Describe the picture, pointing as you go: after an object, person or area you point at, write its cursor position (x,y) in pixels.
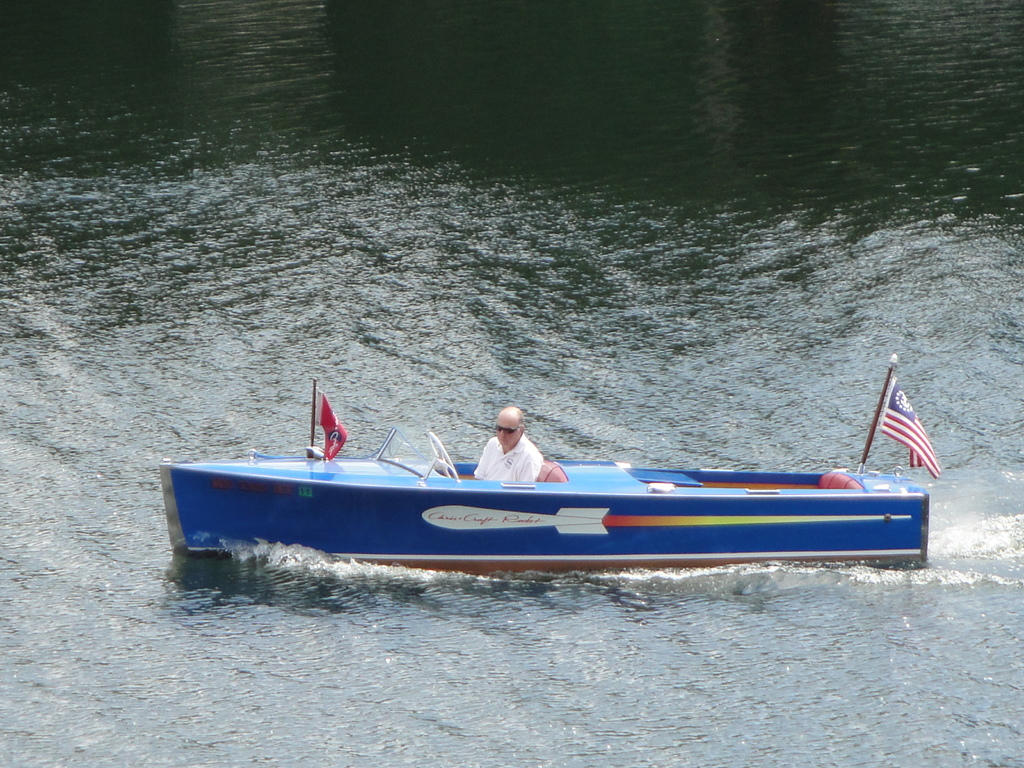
In this image we can see a man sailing a boat (588,513) in the water (861,454). We can also see the flags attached to a boat (839,477).
